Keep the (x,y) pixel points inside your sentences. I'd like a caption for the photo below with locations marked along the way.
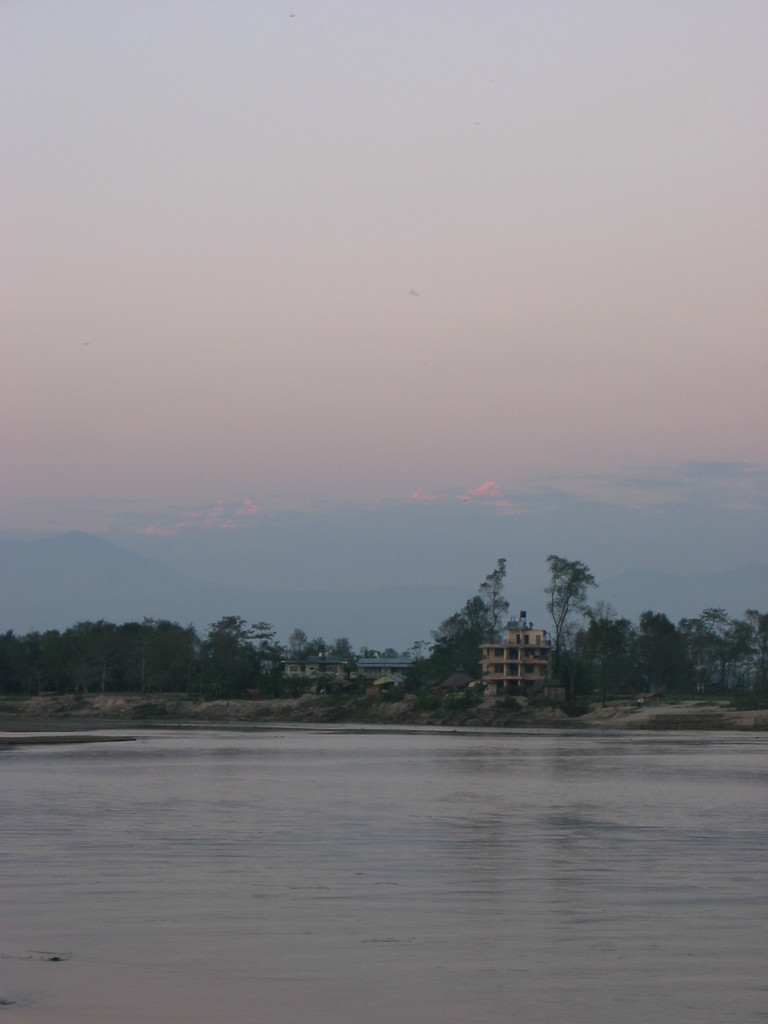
In the image we can see in front (158,952) there is water (381,815) and behind there are buildings (393,664) and trees (631,654). There is clear sky (425,379) on the top (487,309).
